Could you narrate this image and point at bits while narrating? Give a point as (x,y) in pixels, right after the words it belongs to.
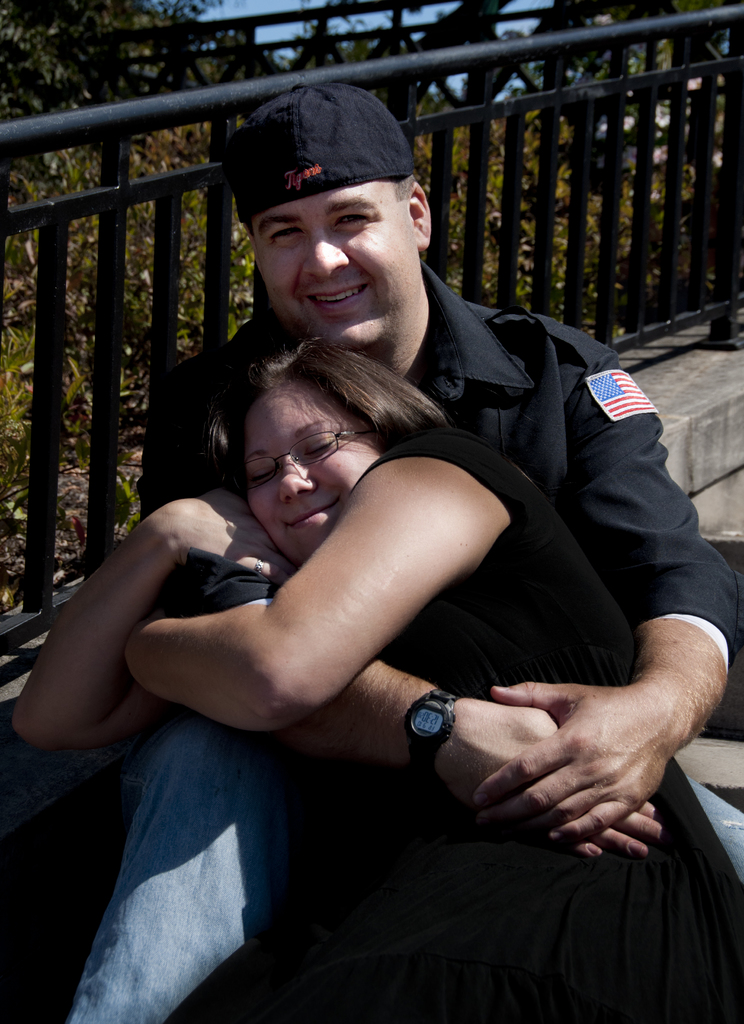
In the foreground of the picture (258,441) there is a couple (477,453). In the center of the picture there are plants (59,184), railing (45,144). In the background (217,19) we can see tree (64,14) and sky (264,12).
